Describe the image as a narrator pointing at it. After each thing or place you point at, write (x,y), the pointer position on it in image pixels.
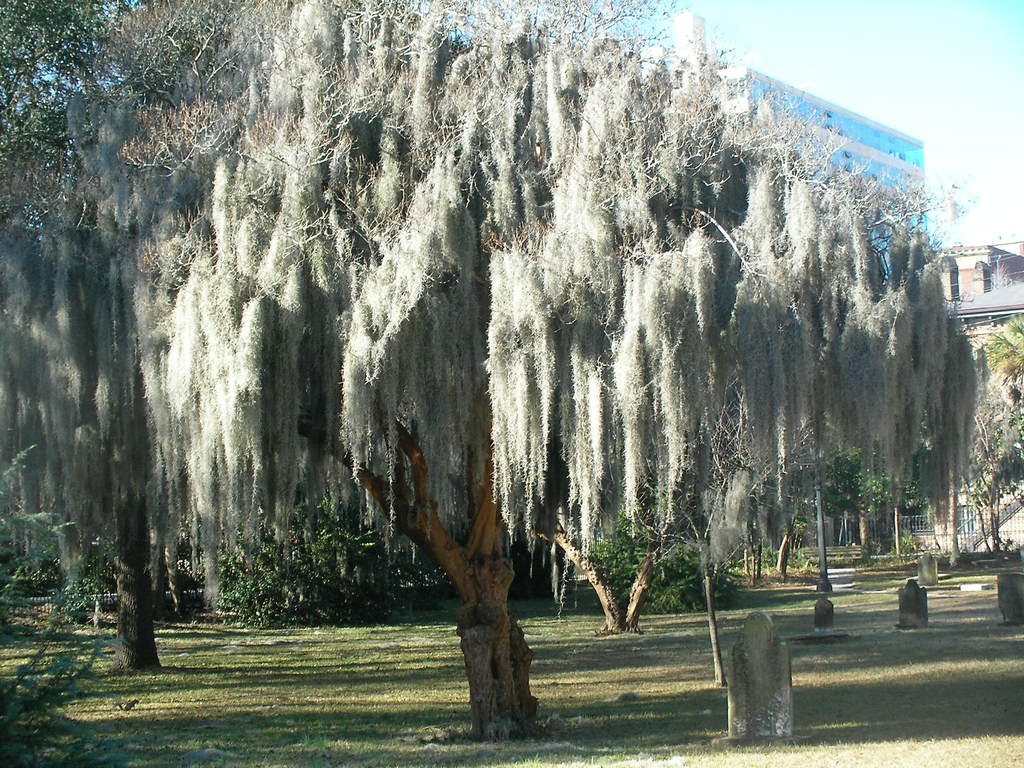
In this picture we can see trees (269,484), grass (308,673), headstones (758,707) and pole (823,528). In the background of the image (1010,251) we can see railings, buildings (1022,449) and sky (986,127).
